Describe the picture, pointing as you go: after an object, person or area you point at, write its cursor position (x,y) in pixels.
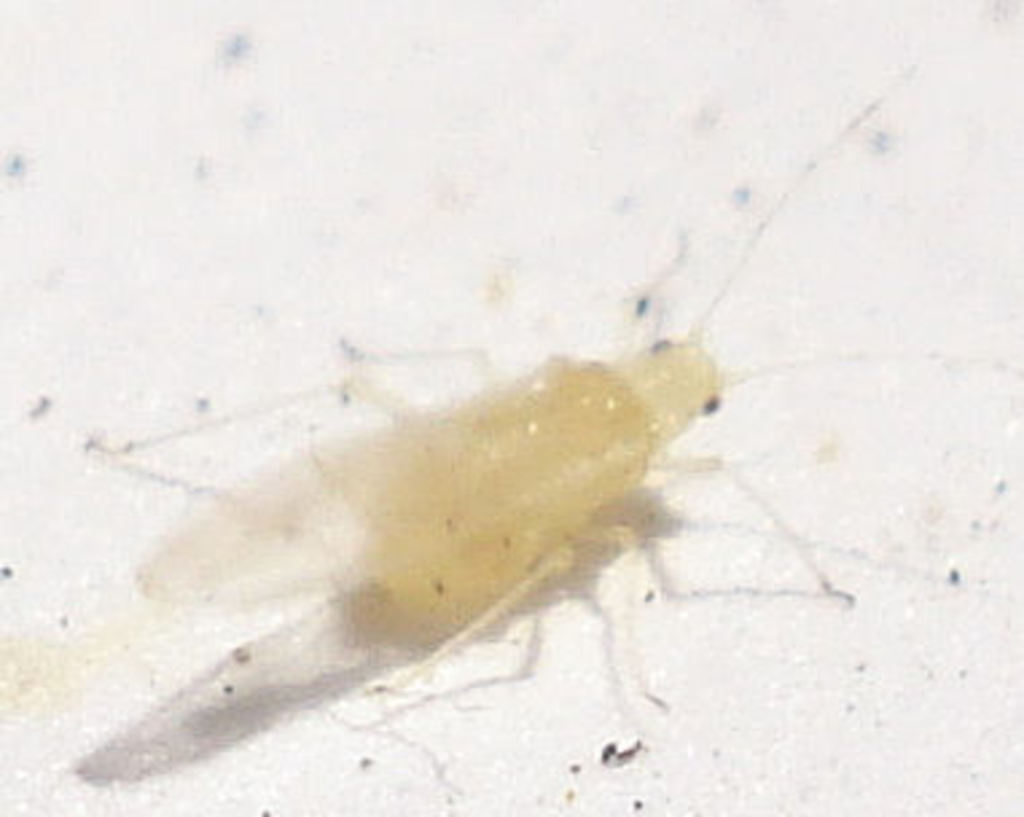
In the center of the image (517,420) an insect (512,518) is there.
